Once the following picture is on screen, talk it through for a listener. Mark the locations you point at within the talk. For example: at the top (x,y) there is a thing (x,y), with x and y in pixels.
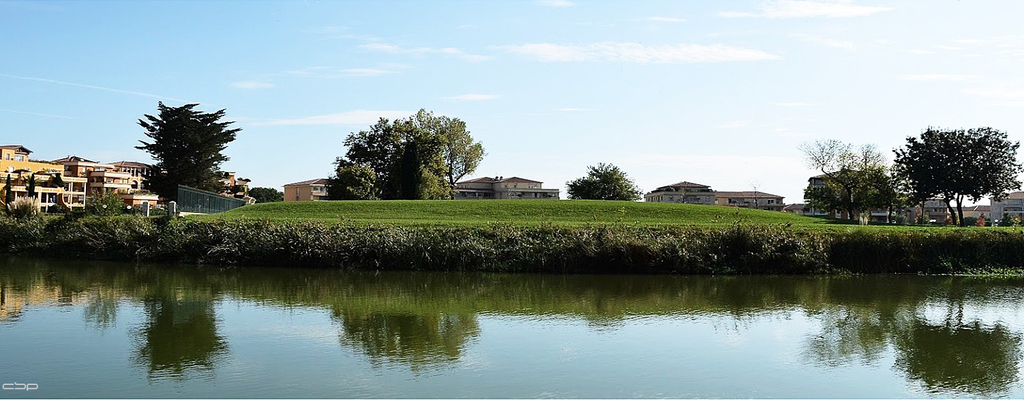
In this image in the front (501,311) there is water (573,336). In the center (392,233) there are plants (614,244) and there's grass (473,211) on the ground (439,210). In the background (370,159) there are buildings (764,207), trees (816,189) and the sky (730,107) is cloudy.
